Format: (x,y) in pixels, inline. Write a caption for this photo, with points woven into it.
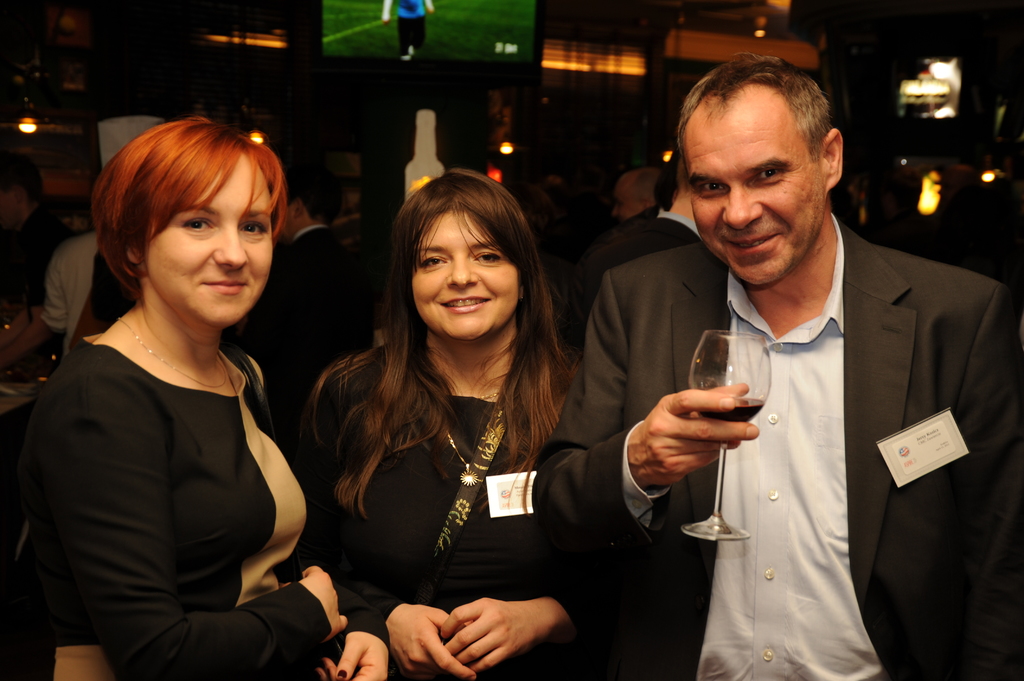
In this image I can see two women (232,156) and a man (698,313). Here I can see he is holding a glass (715,532) and also I can see smile on their faces (720,202). In the background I can see few more people (673,207).
